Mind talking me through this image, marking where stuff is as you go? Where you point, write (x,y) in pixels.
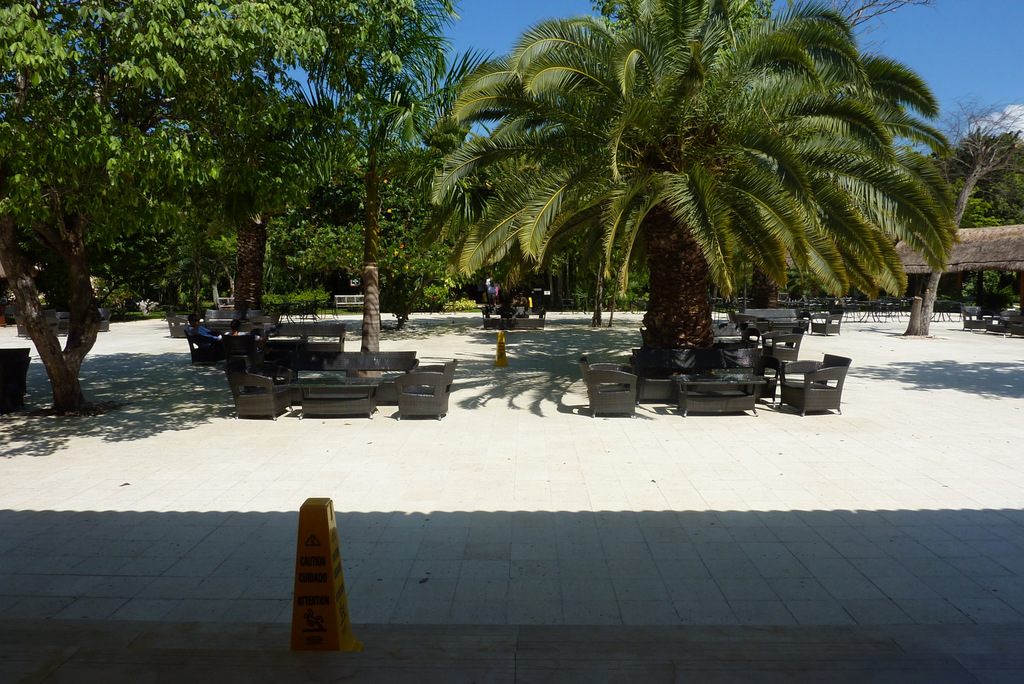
There are many trees (412,260). Also there are chairs (591,374), benches (412,355) and yellow color poles (320,513). In the background (461,11) there is sky (848,5).
